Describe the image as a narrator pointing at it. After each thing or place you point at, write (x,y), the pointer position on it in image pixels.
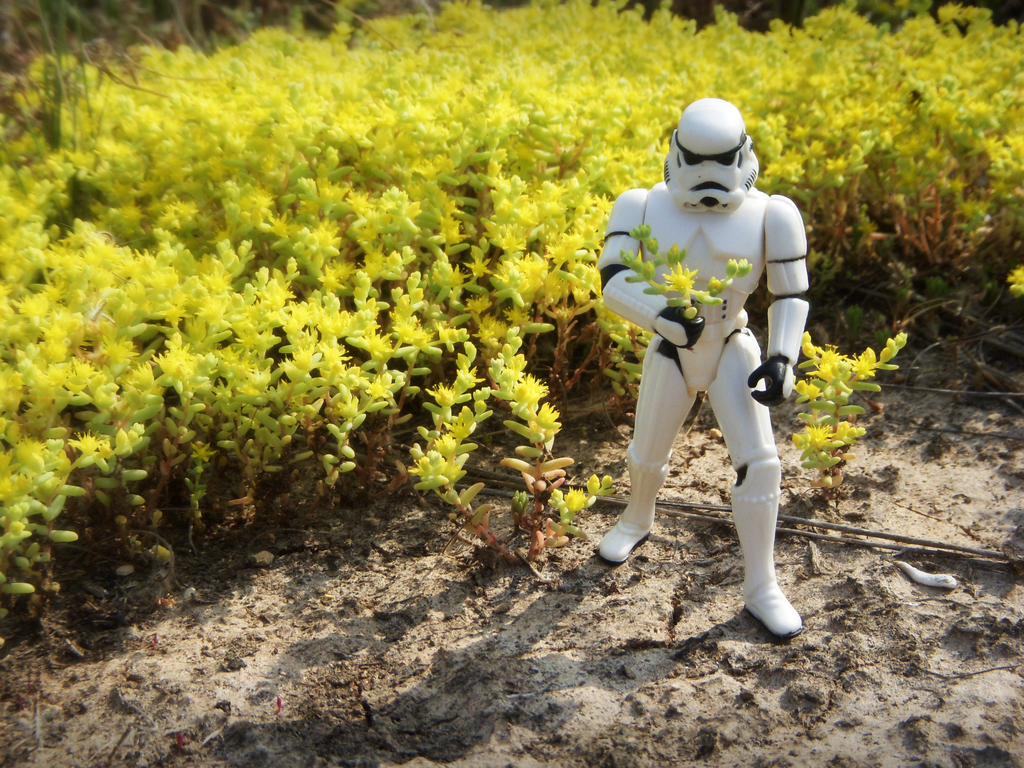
In this image I can see a toy (754,563) which is white color. background (166,304) I can see plants (578,278) in green color.
